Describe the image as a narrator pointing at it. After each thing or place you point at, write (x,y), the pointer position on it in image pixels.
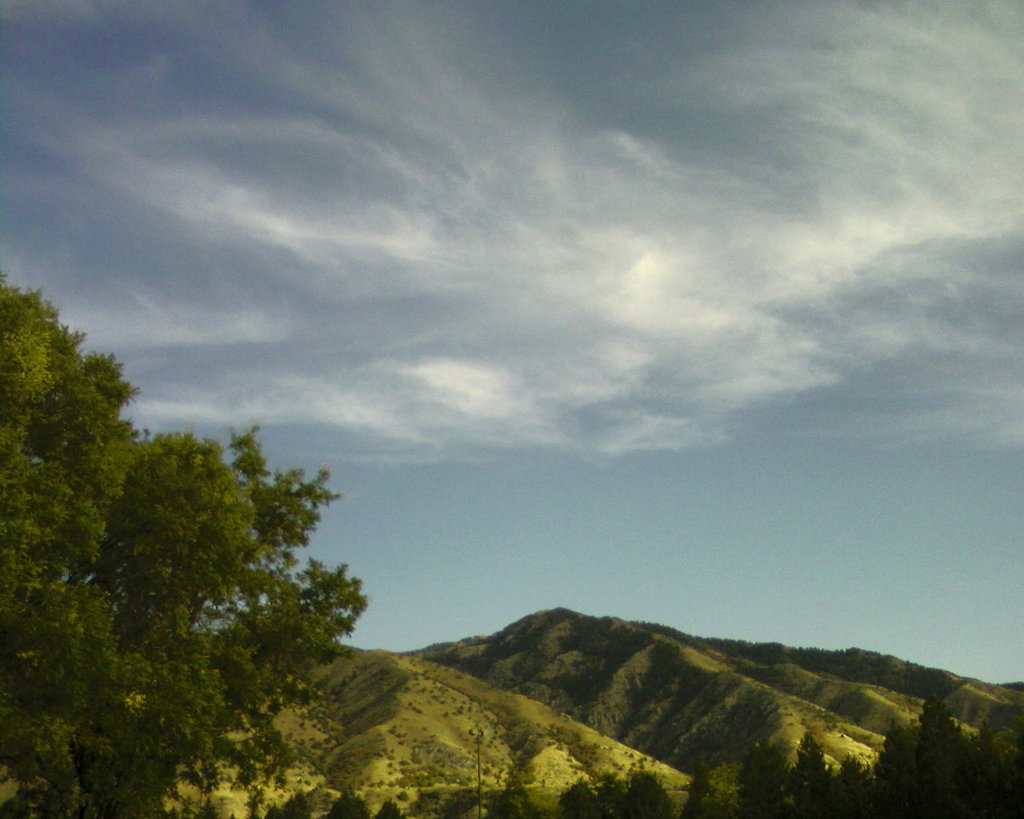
In this image I can see trees (170,648), mountains (402,748) and the sky (515,311).
